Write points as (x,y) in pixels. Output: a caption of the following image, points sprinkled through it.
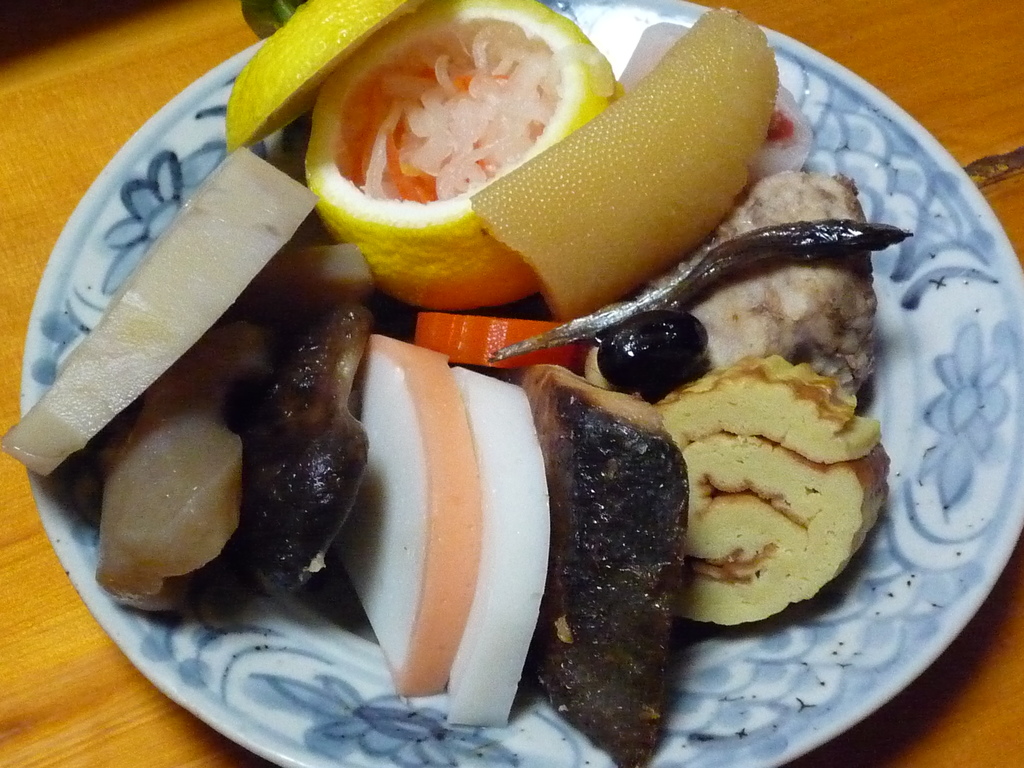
Above the wooden surface (10,370) there is a plate (772,634). In the plate (208,81) I can see food (672,170).
